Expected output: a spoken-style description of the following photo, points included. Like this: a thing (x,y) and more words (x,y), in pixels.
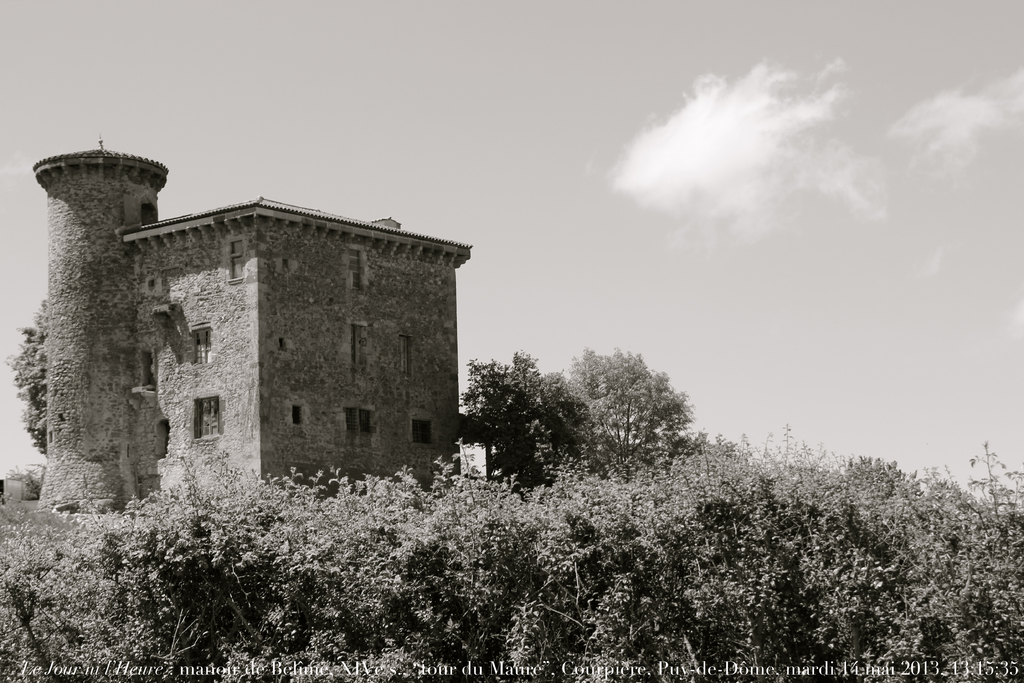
In this image I can see few trees (317,533), background (353,347) I can see a building (338,351) and sky (520,90), and the image is in black and white.
